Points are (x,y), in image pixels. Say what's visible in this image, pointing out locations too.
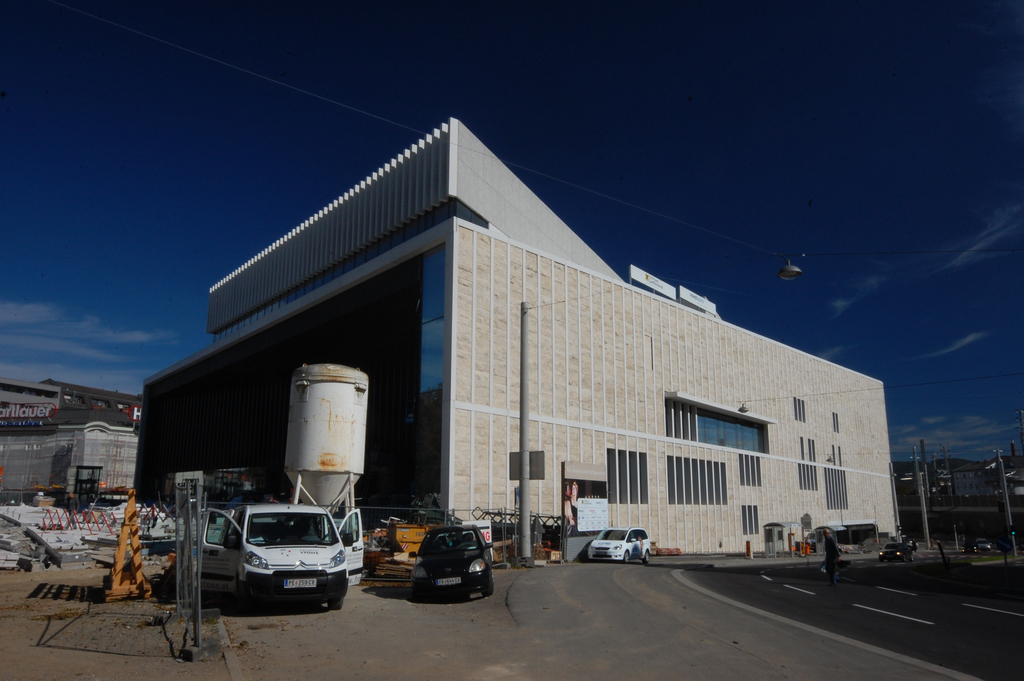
In the picture we can see a building (664,329) which is with a shed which is white in color and near to it, we can see some vehicles (478,589) on the path (677,599) and a cylindrical chamber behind the vehicle (276,523) and in the background (70,352) we can see a sky (808,338) which is blue in color.
